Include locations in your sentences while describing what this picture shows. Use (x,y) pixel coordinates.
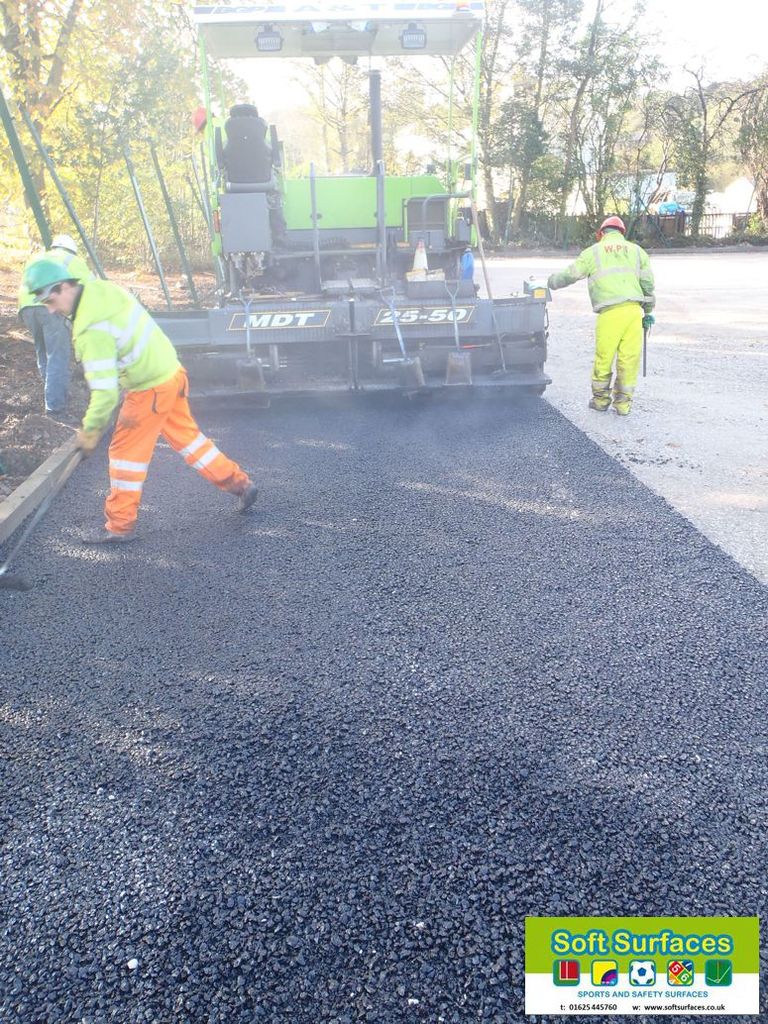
In this picture there are three people (188,453) standing and holding the objects (28,524). At the back (193,47) there is a vehicle (213,5) and there are trees (595,213) and there is a building (571,206). At the top (434,100) there is sky (759,62). At the bottom (581,683) there is a road (572,585) and there is ground (34,417). At the bottom right (533,940) there is a watermark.
